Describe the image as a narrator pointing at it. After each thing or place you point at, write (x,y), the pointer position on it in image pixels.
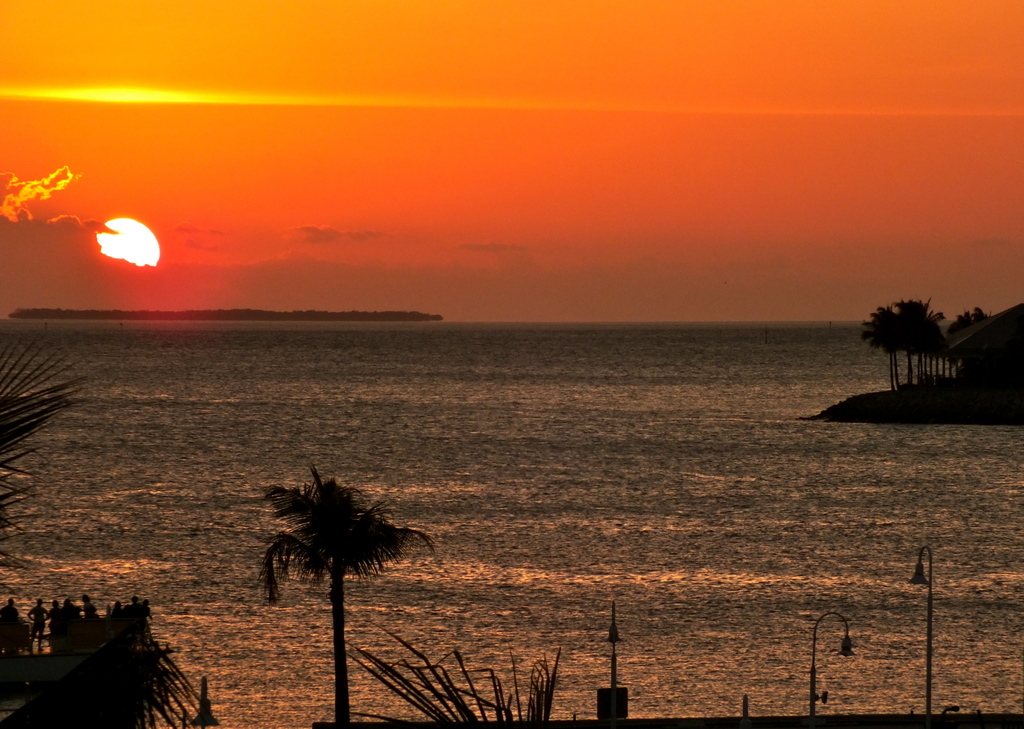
This is an outside view. At the bottom of the image (341,672) I can see few trees (295,549). In the bottom left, I can see few people (51,622) are standing. In the middle of the image (603,405) I can see an ocean (571,525). On the right side (926,346) there is a house (947,352) and some trees (908,338). At the top (345,165), I can see the sky (345,165) along with the sun (121,247).
